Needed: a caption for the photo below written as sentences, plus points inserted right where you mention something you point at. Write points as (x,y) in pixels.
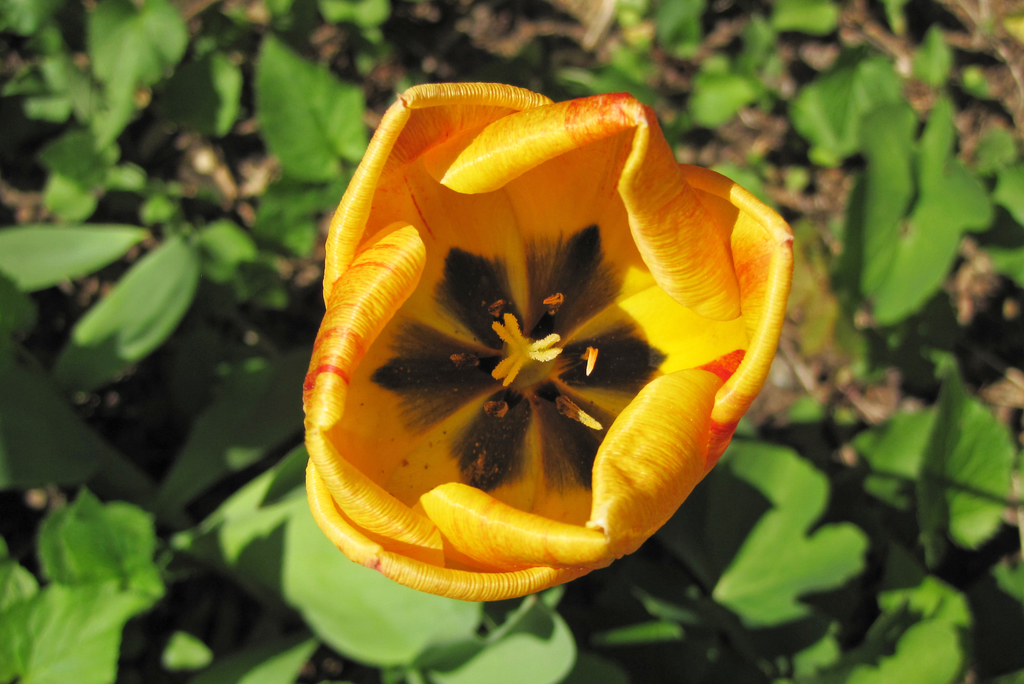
In this picture we can see a flower (661,345) and leaves (163,660).
